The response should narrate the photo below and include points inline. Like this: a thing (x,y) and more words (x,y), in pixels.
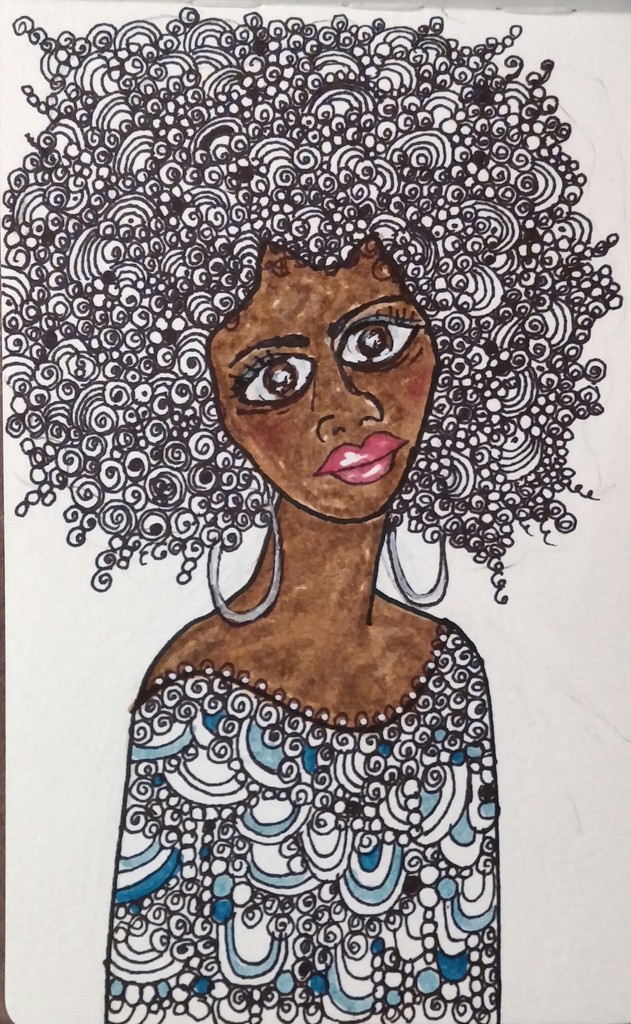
As we can see in the image there is a paper (325,565). On paper (45,735) there is a drawing (325,565) of a woman (259,527).
